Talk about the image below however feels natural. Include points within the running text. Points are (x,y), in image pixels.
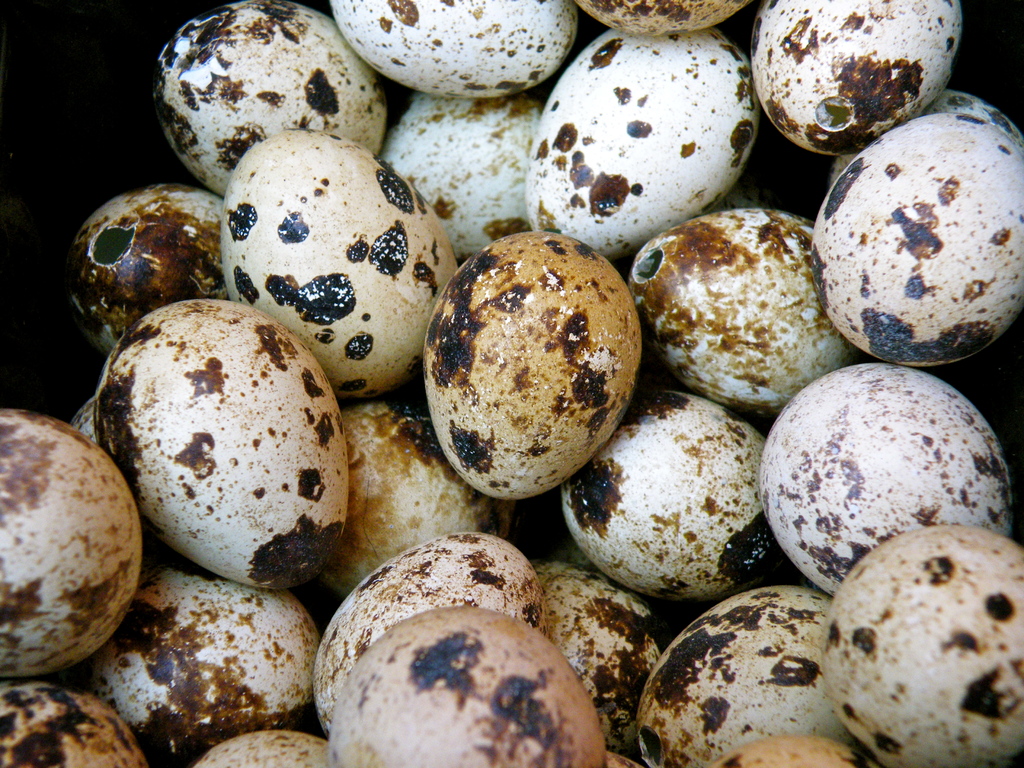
In the center of the image (524,401) we can see eggs (878,543).
